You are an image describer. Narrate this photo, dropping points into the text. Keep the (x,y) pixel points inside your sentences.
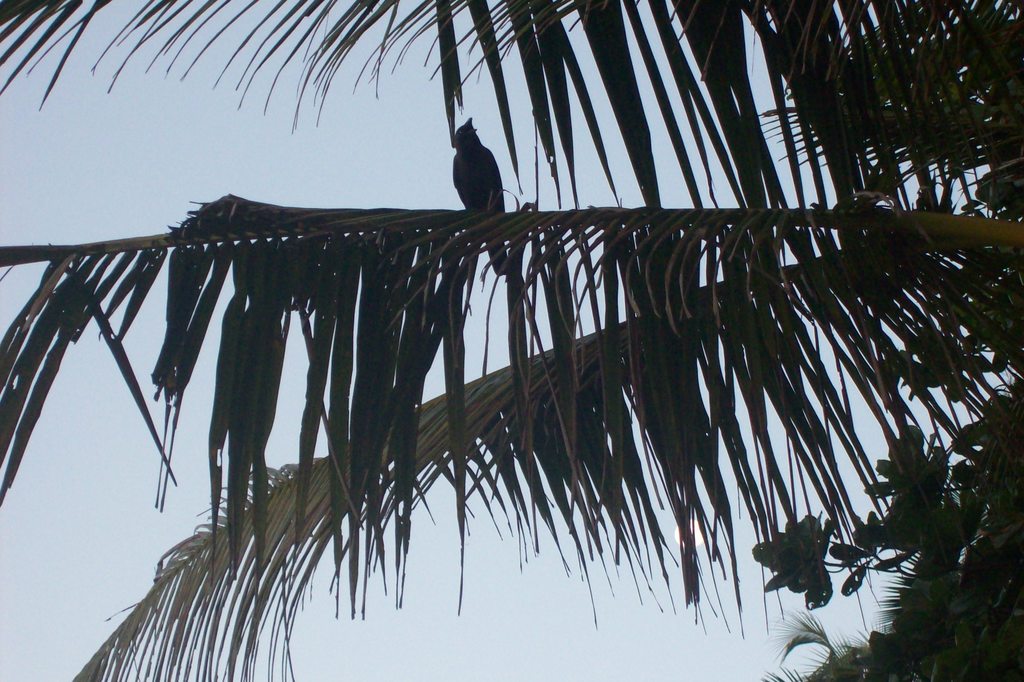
In this picture in the front (461,356) there are leaves (915,241) and there is a bird (464,192) standing on the branch (816,222) of a tree (576,235) and the sky (99,167) is cloudy.
